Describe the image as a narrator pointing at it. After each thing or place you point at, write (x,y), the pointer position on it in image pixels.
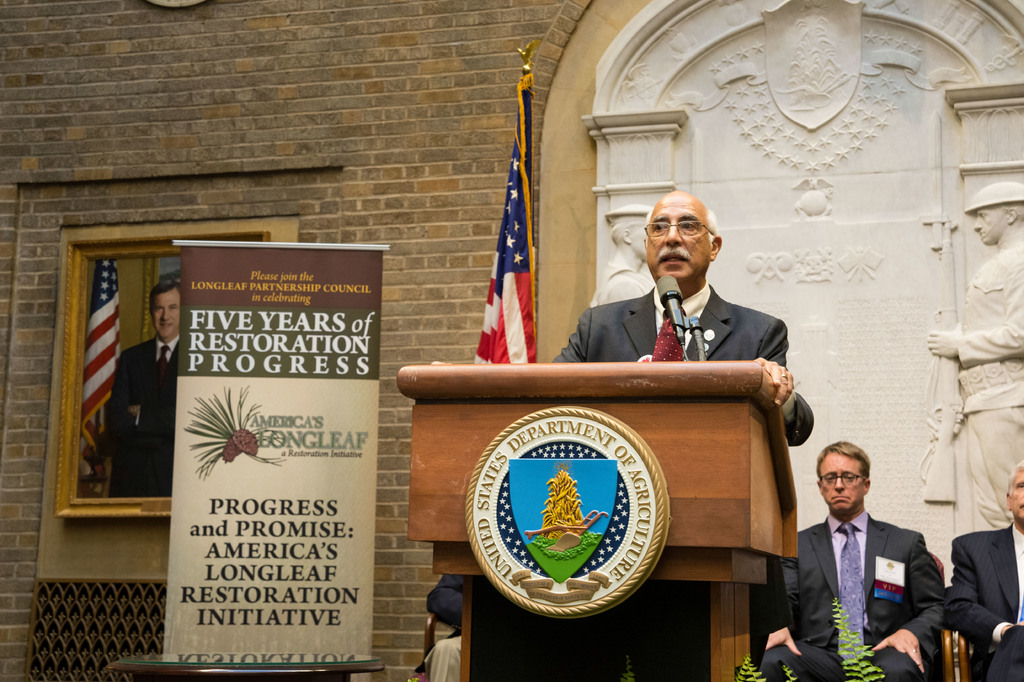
In the image a person (621,340) is standing beside a podium (580,639). On the podium (577,617) there is a logo (621,502). On it there is a mic (673,298). The person (695,262) is speaking something. In the right (799,605) two persons (804,580) are sitting on chair (937,563). In the left of the podium (454,558) a person (450,635) is sitting. In the background (898,189) there is statue (629,204). Here there is a banner (273,531). On the wall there is a photo frame (144,449) of a man (131,371) wearing black suit (139,355).
